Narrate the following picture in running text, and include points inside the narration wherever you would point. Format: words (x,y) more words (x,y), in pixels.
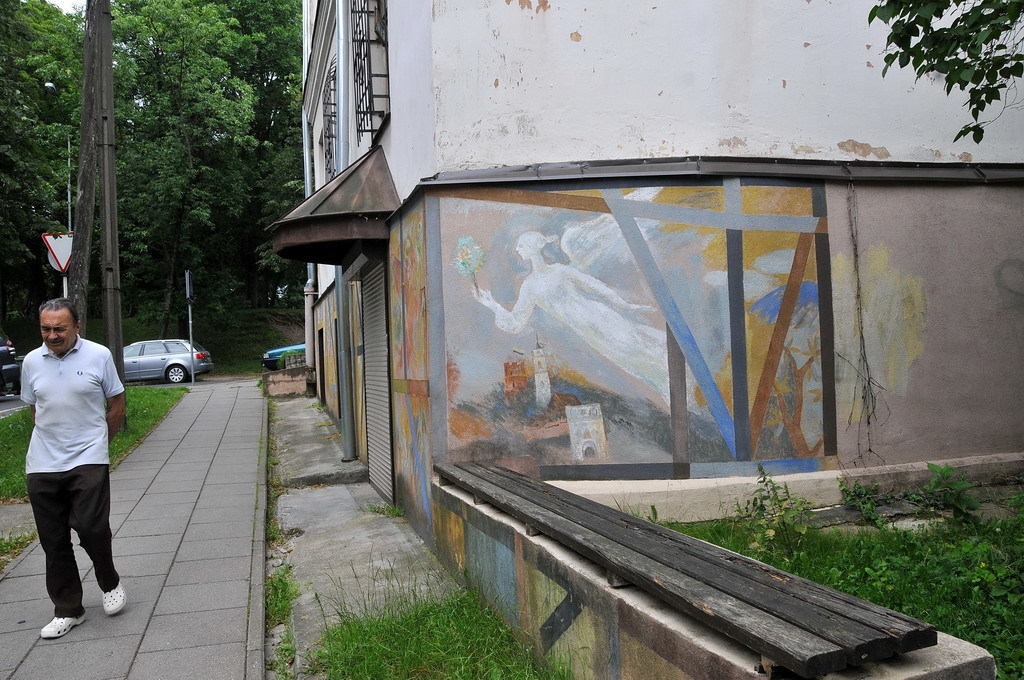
In this picture I can see there is a man (113,389) walking on the walk way (213,580) and there is a building (472,301) on the right side (708,331) and there are plants (458,608) and trees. There are few vehicles (171,360) moving on the road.
